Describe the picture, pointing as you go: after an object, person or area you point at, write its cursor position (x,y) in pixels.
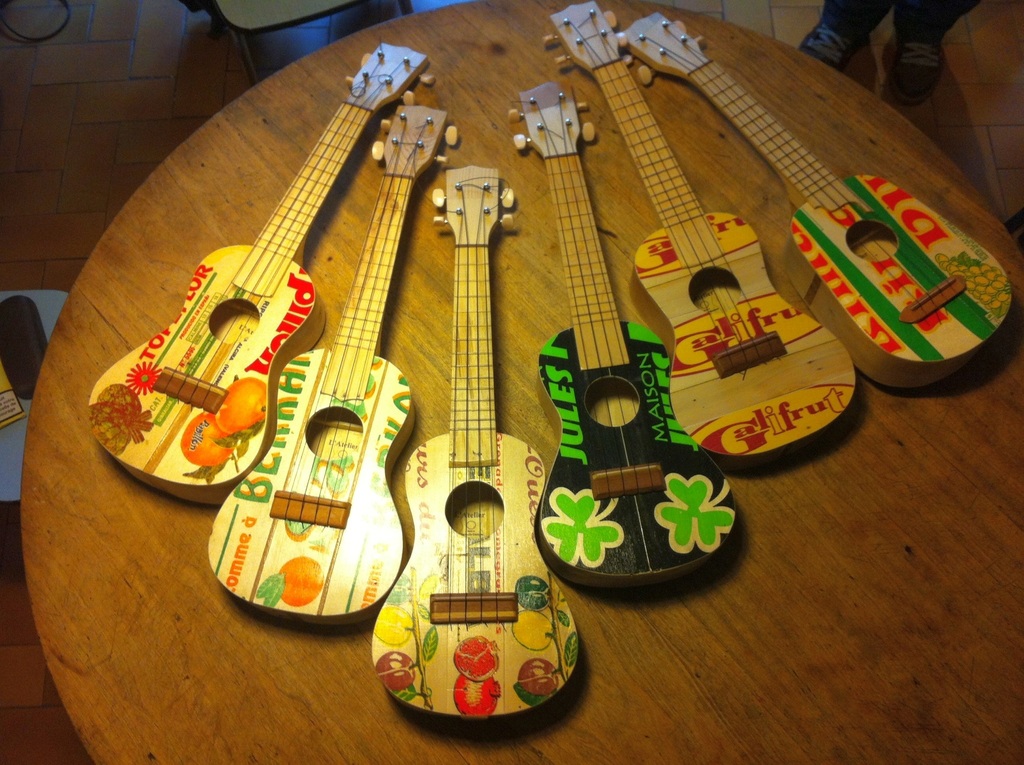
As we can see in the picture that there is a circular table (252,214) on which six guitars (463,427) are placed. Beside the table (148,299) there is a man (884,5) is standing. This is a floor (64,114) and tiles (54,234).
